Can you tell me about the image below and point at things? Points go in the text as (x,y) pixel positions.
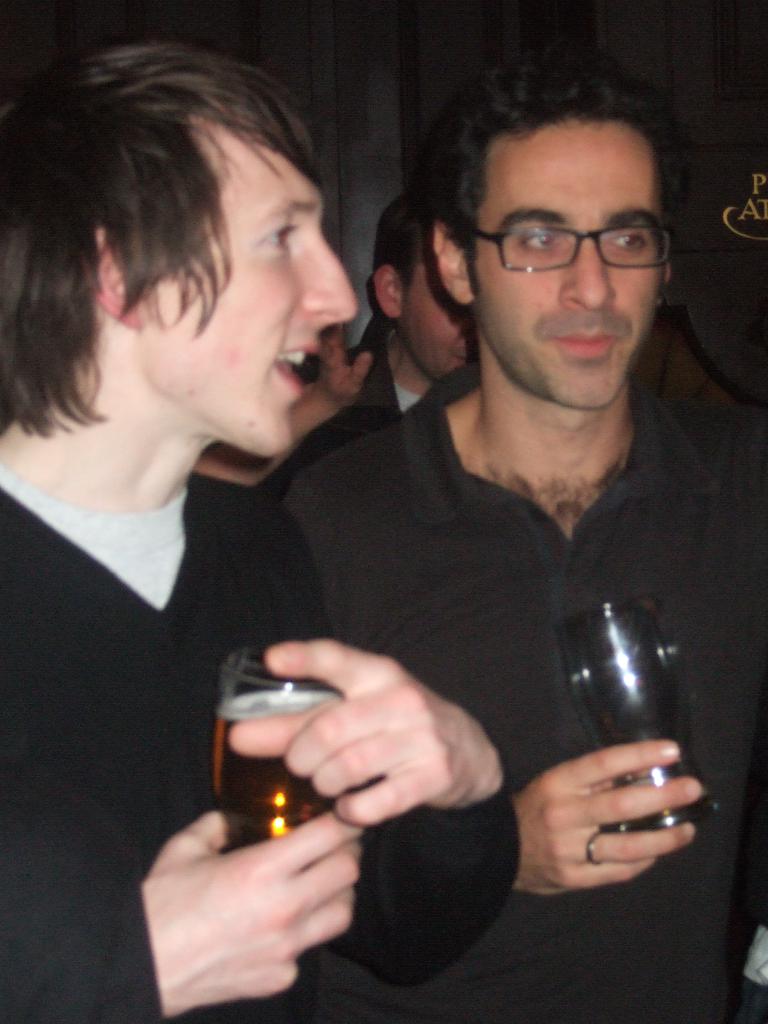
In this image there are two people (266,585) standing, holding glasses (613,707) in their hands (315,871), in the background (428,348) there is a person (399,367) standing.
